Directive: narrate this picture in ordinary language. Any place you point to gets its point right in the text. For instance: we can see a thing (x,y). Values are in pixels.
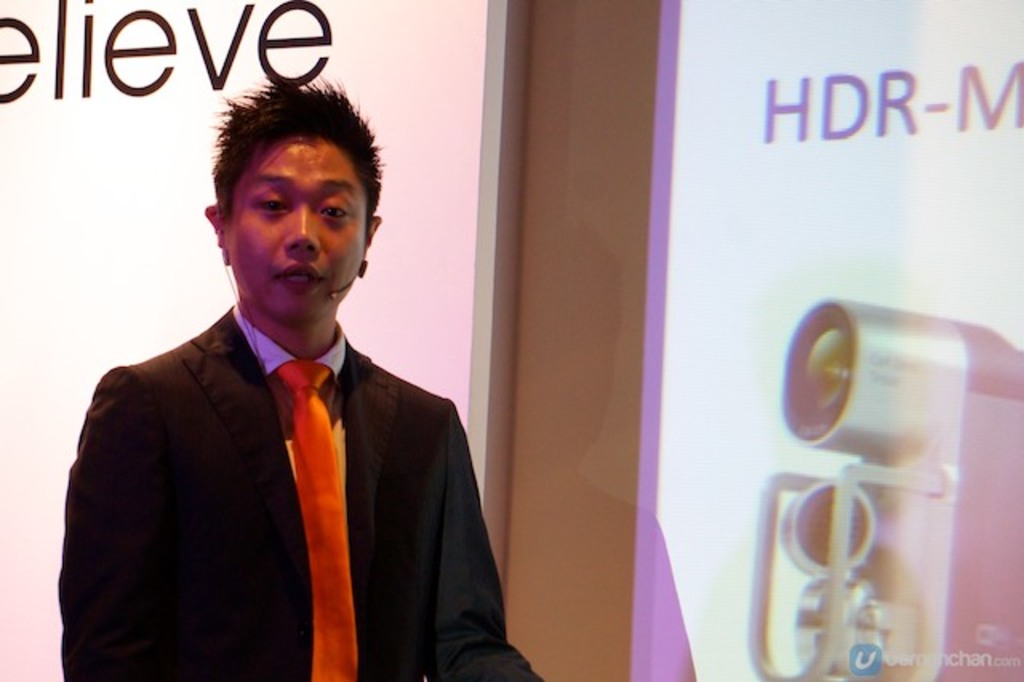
In this picture the man (168,529) is highlighted. I think he is speaking in a mic (334,293), as we can see his mouth (302,271) is open. He wore black suit (220,430), red tie (315,465). Background of him there is a banner (351,16) in white color. There is a another banner (924,347) in white and purple color. On this banner (922,307) there is one electronic device (946,413).
